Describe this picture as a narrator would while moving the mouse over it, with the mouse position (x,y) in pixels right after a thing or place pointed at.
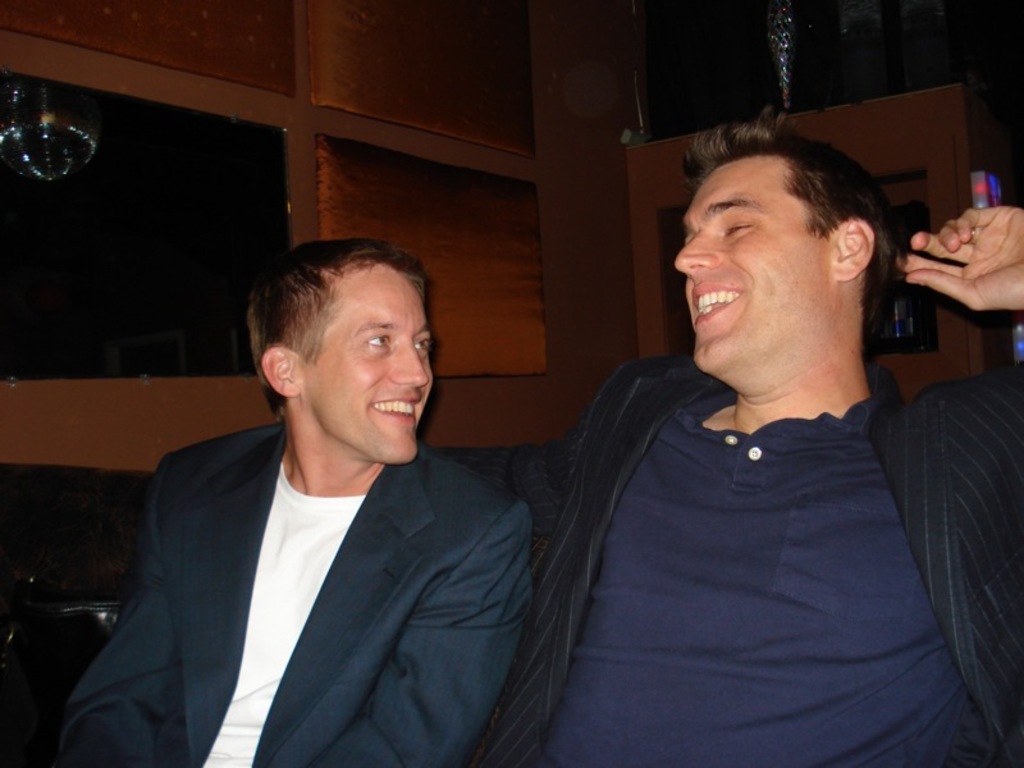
In the picture I can see two men (435,498) are sitting and smiling. These men (349,359) are wearing coats (541,504). In the background (458,349) I can see wooden wall (459,217) and some other objects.
